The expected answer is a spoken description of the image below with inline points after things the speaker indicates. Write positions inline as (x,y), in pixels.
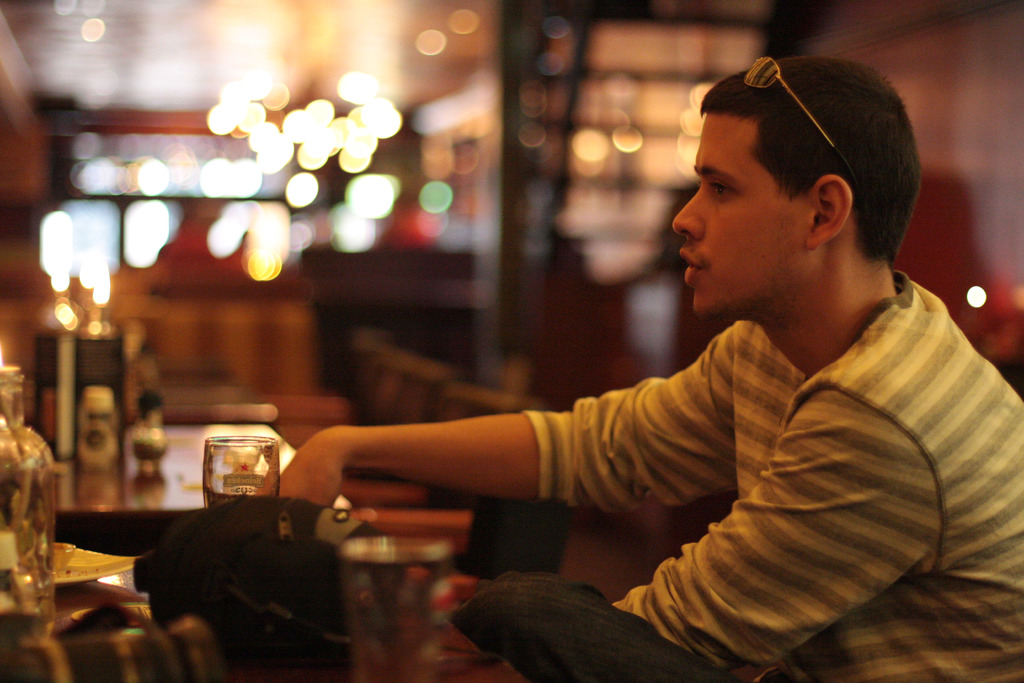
In this picture we can see a person (867,386) on the right side (773,454). There is a glass (219,483) and a bottle (0,582) on the left side (11,516). We can see a few objects (88,343) on the table (96,505). There are some lights (211,125) in the background (172,215). Background (287,123) is blurry.
